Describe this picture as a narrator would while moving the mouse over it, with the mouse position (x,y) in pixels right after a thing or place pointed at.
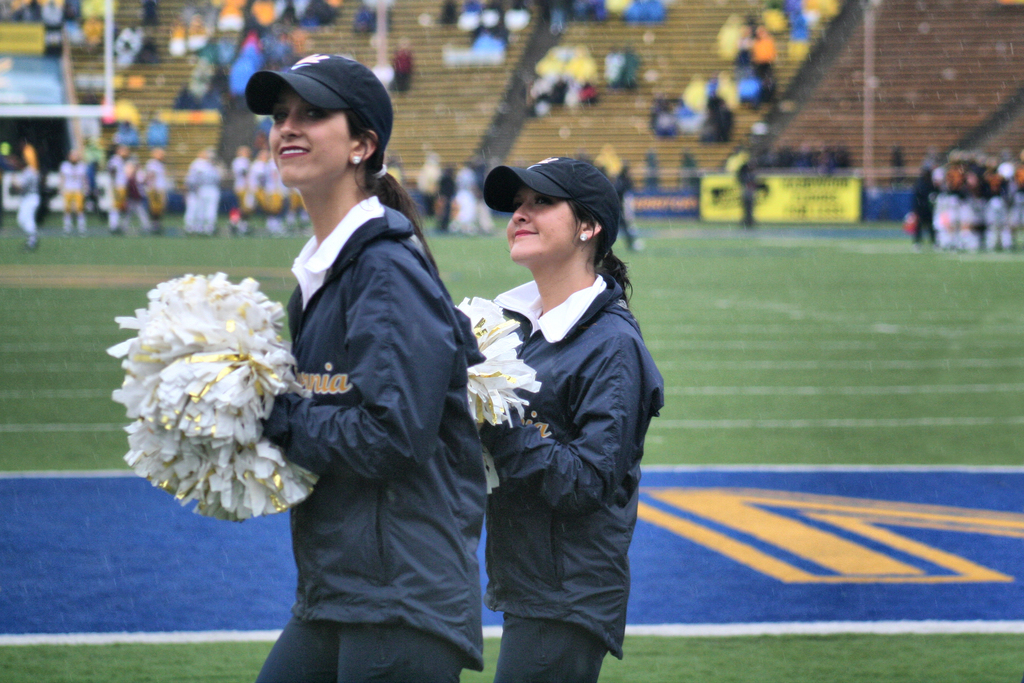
Background (946,96) portion of the picture is blurred. We can see boards (19,50), poles (109,50) and people (683,111). In this picture we can see a stadium (223,102). We can see women (642,351) wearing caps (558,173) and holding objects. They both are smiling.
